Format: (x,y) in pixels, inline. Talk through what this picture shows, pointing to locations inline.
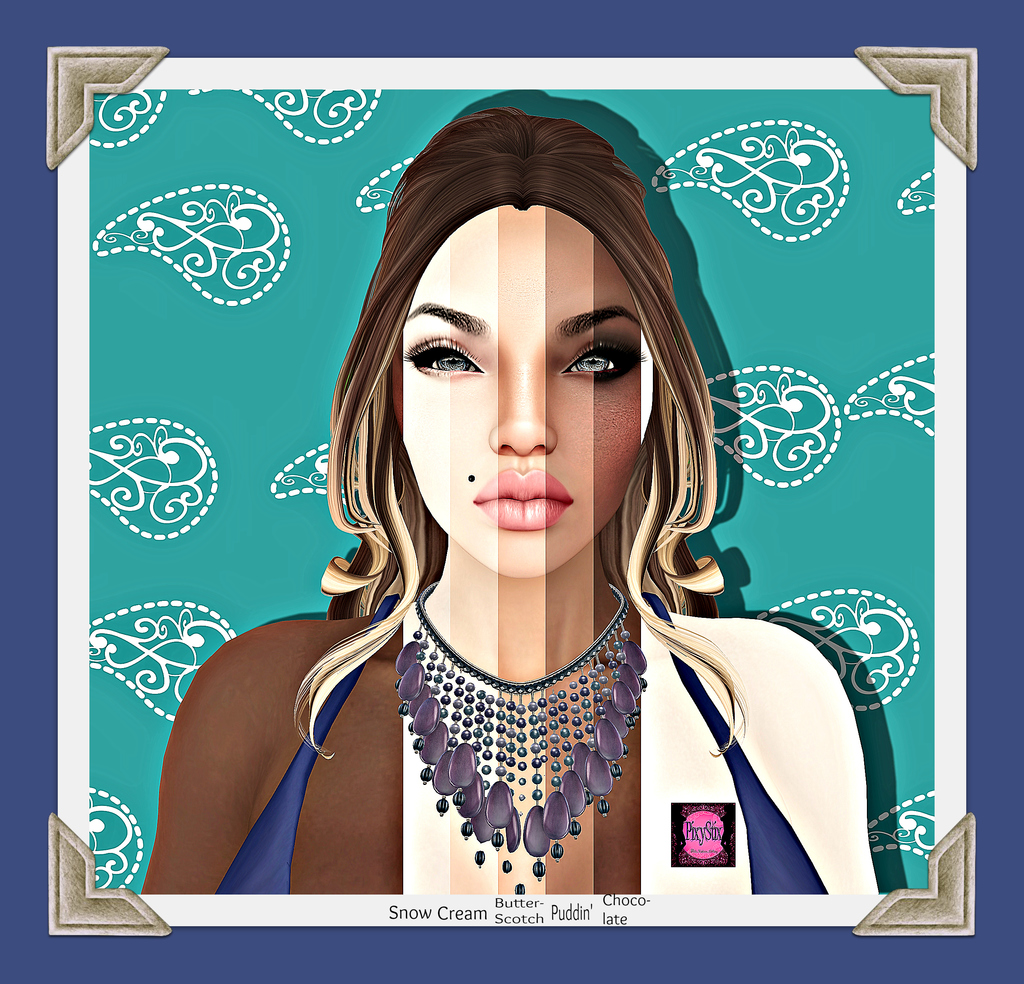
In this picture there is a woman (425,443) with different shades (540,424) on her face (562,434). There is a necklace (459,731) in her neck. We can observe a photo frame (692,943) which is in blue and white color. The background (230,379) is in green color.
